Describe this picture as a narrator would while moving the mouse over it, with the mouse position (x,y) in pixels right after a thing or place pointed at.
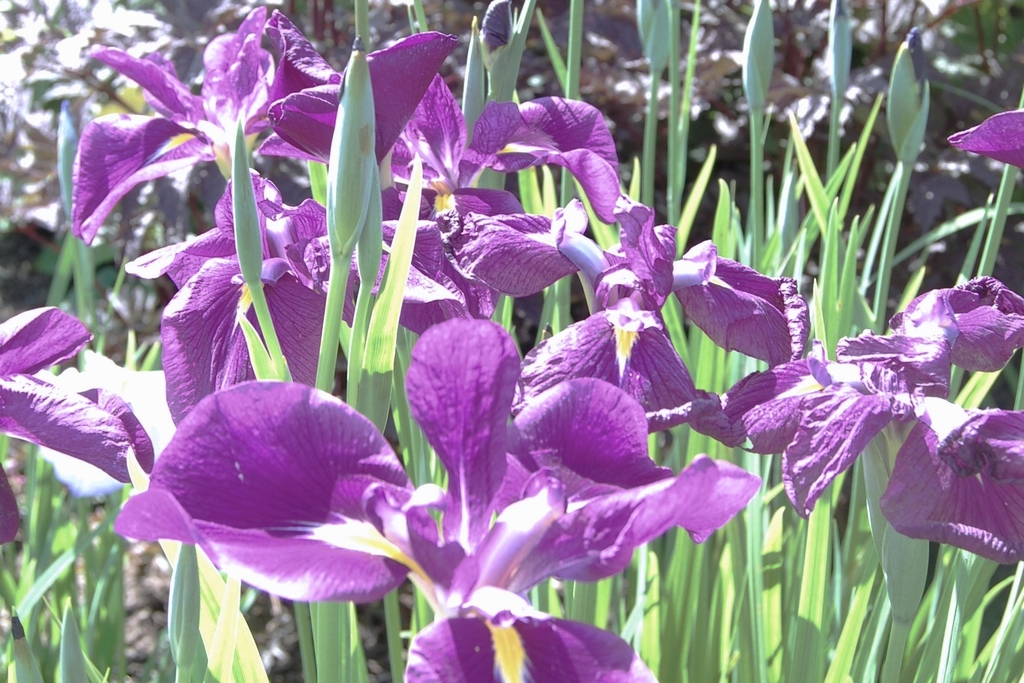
In this image in the foreground (611,386) there are some flowers (559,386) and plants (912,547), in the background (968,185) there are some plants (968,185).
